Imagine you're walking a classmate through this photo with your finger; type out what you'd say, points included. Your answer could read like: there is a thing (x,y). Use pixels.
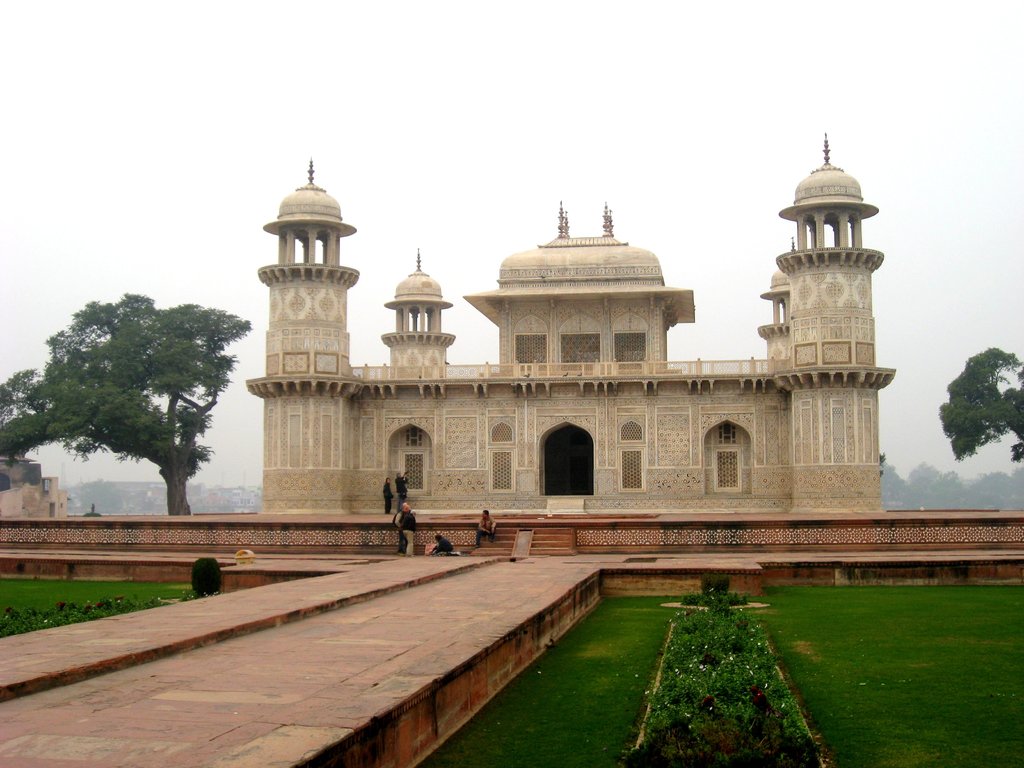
In the image we can see a fort (500,427) and the arch (546,441). There are even people (409,525) standing and some of them are sitting, they are wearing clothes (390,504). Here we can see the footpath (317,647), grass (963,678), plants (726,715), trees (66,437) and the sky (87,154).
